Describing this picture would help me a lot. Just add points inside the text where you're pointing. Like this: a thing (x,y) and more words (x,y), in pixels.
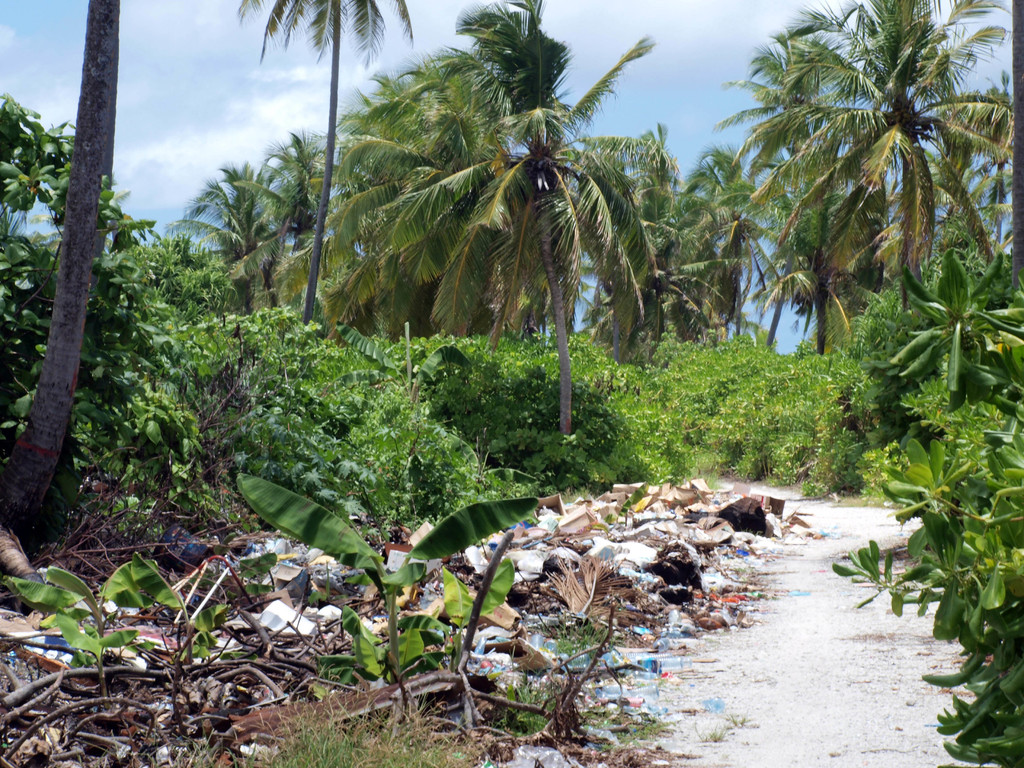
In the image there is path (743,676) on the right side (751,665) with trees (840,267) and plants (428,489) on either side of it and above its sky (713,83) with clouds (247,128).
